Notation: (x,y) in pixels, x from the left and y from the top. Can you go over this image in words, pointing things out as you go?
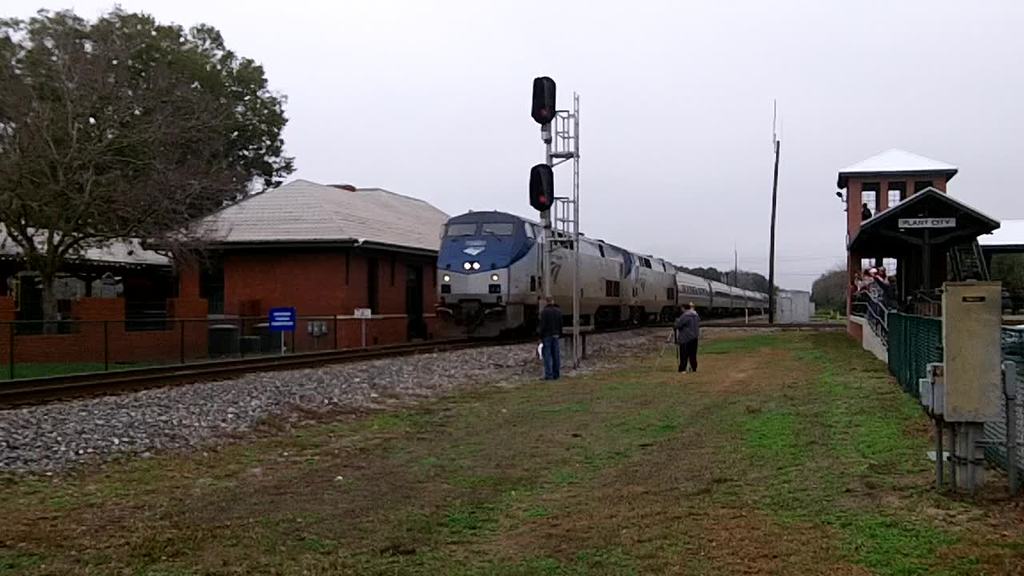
This is an outside view. At the bottom (451,489), I can see the grass (493,481) on the ground (484,542). In the middle of the image (594,291) there is a train (529,300) on the railway track (454,346) and also there are few poles (770,318). On the left side (90,220) there are few trees (47,311) and houses (338,225). On the right side (929,238) there is a building (911,261). At the top of the image (764,54) I can see the sky (797,28). In the middle of the image (683,335) there are two persons (553,318) standing on the ground (637,405) facing towards the train (631,283).
